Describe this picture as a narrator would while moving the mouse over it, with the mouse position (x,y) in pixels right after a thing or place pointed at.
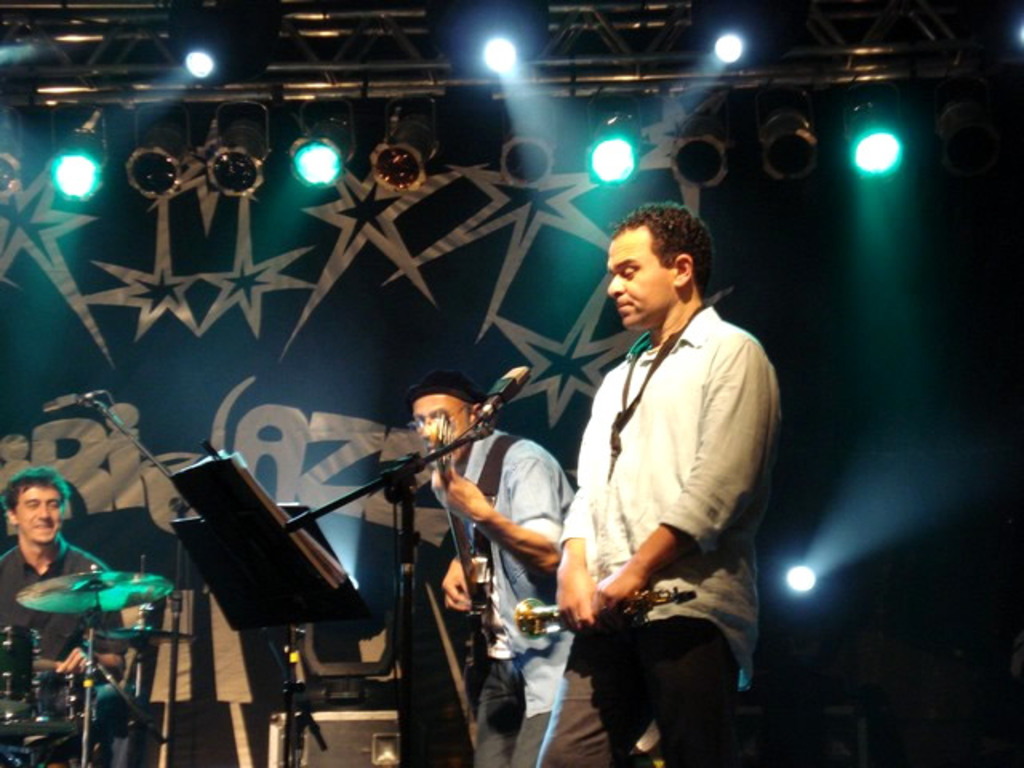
As we can see in the image, there are three persons (520,463) playing different types of musical instruments (131,582).
